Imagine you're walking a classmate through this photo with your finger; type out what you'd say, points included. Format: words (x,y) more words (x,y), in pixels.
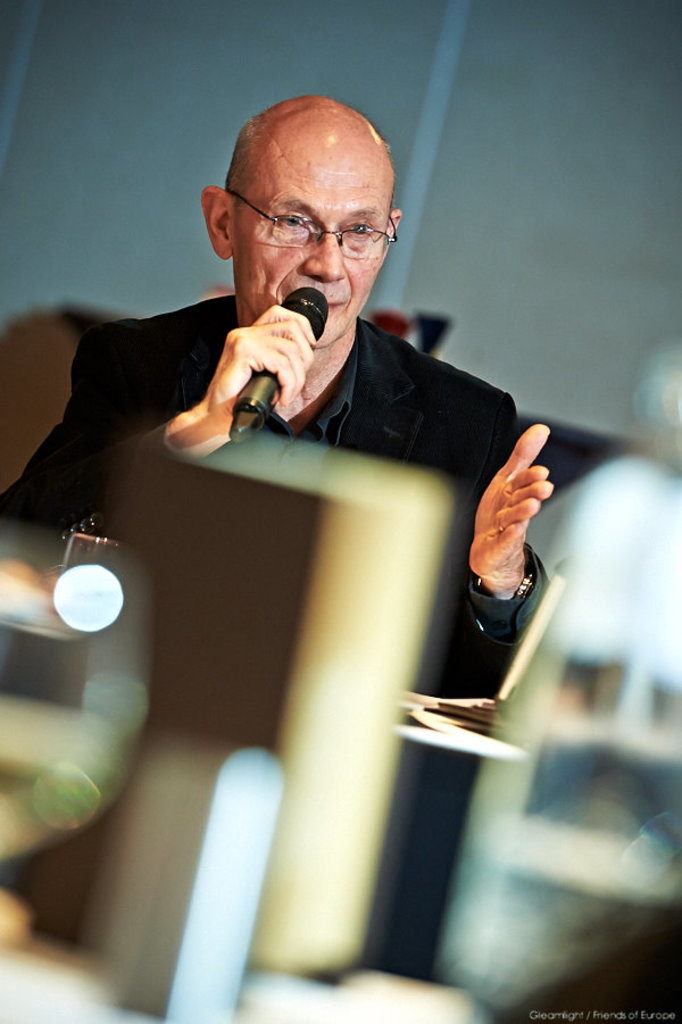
In this image I can see a person (293,428) wearing a black color jacket (369,393) and wearing a spectacles (297,236) and holding a mike (274,385) on his hand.
